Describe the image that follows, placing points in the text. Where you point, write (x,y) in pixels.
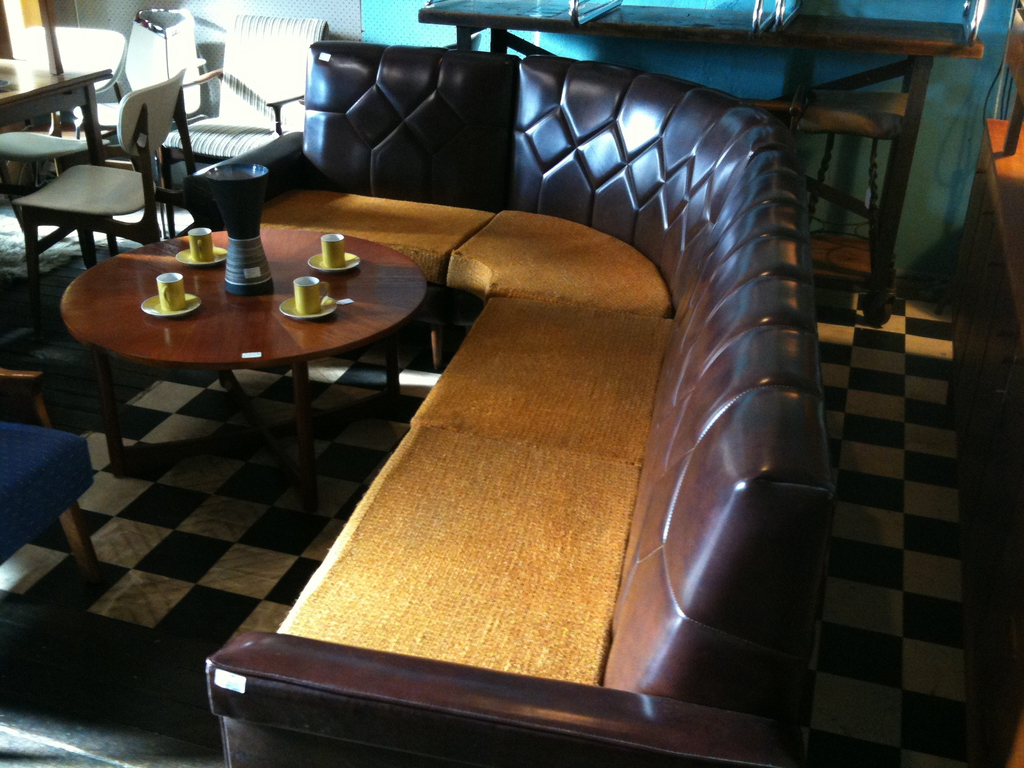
This picture shows a sofa bed (338,225) and we see cups (311,291) flask (235,250) on the table (106,331).
